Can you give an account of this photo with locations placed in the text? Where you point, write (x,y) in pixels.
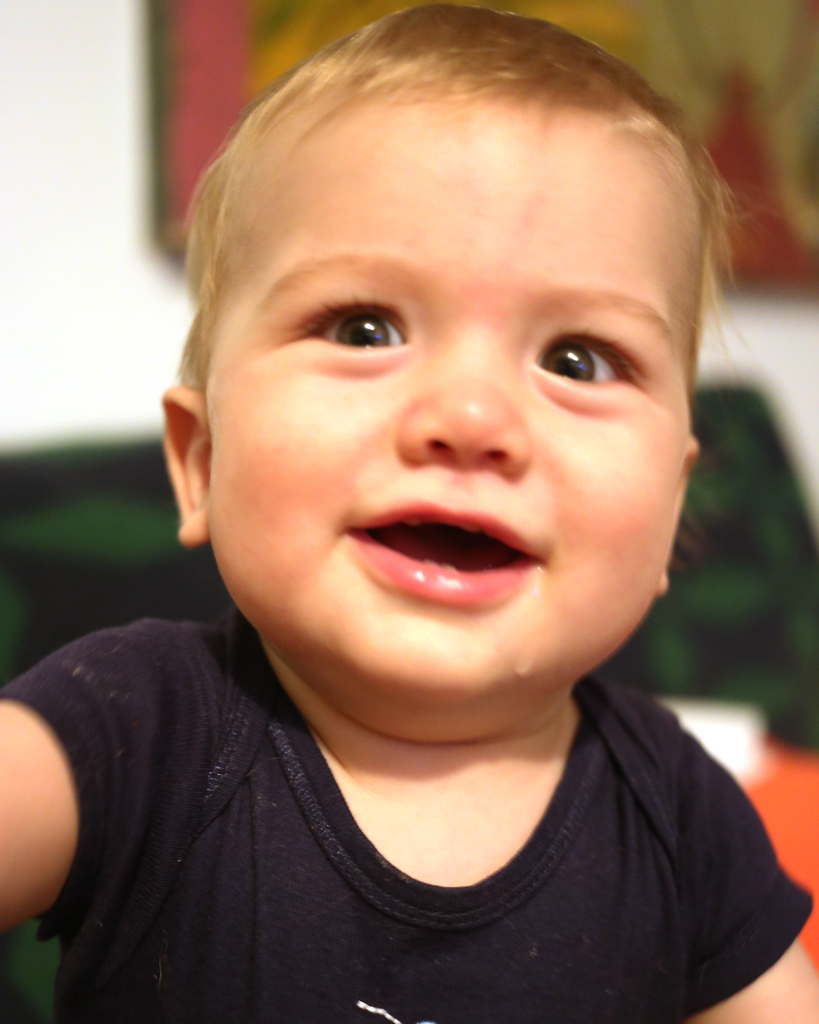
In the image we can see a baby (425,589) smiling and the baby (407,629) is wearing a black color dress (525,900) and the background (178,173) is blurred.
